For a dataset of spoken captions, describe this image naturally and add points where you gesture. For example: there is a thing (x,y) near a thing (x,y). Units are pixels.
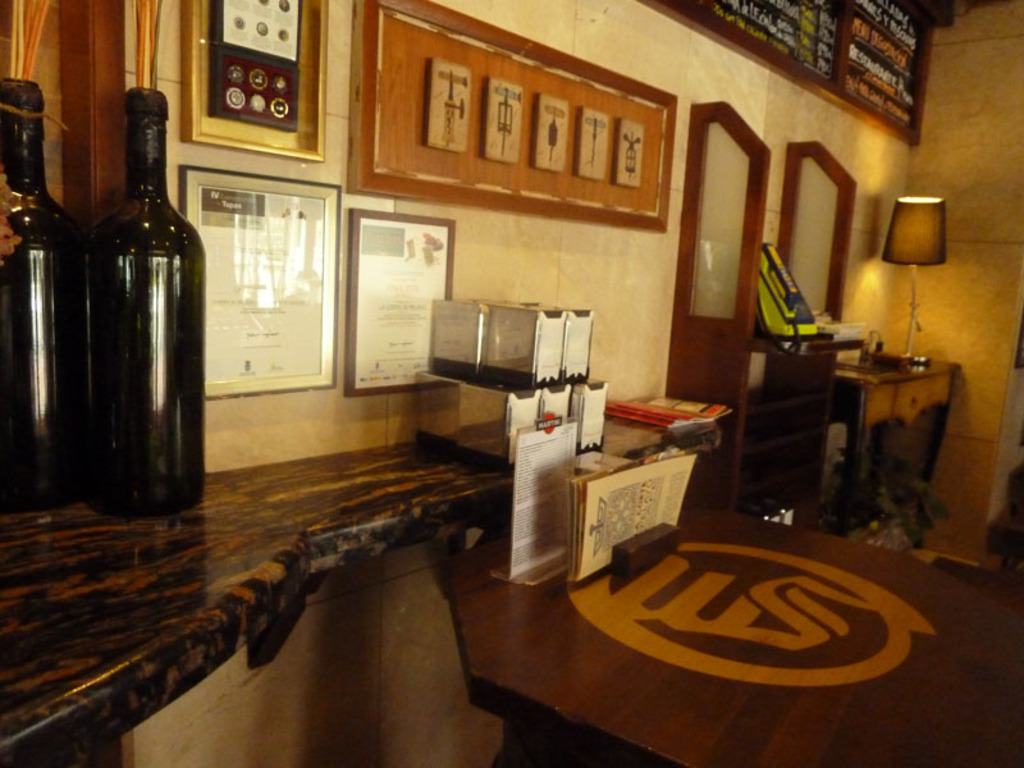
This is a picture of the inside of a restaurant (764,423). In this picture on the top (706,58) there is wall (1015,39) and on the left side (99,276) there are two bottles (112,326) and on the right side (978,231) there is wall (978,328). Beside that wall (978,399) there is one cupboard (900,413) and on that cupboard (907,392) there is one lamp (912,306) beside that lamp (895,236) there is another cupboard (772,399) and in the middle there is one table (692,605) and on that table (707,604) there are some books (608,484), papers (608,484) are there and on the top (394,170) there are photo frames (353,265).
